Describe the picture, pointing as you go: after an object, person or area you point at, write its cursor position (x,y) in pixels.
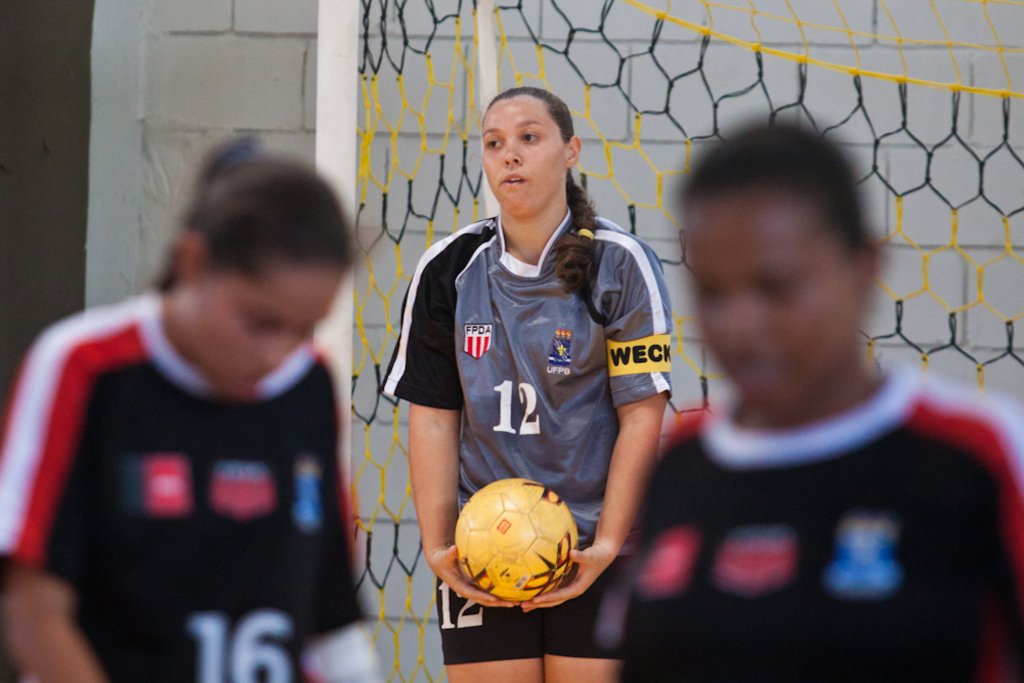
This picture shows few people (743,217) playing football and we see a net (401,72) on their back (742,64).
